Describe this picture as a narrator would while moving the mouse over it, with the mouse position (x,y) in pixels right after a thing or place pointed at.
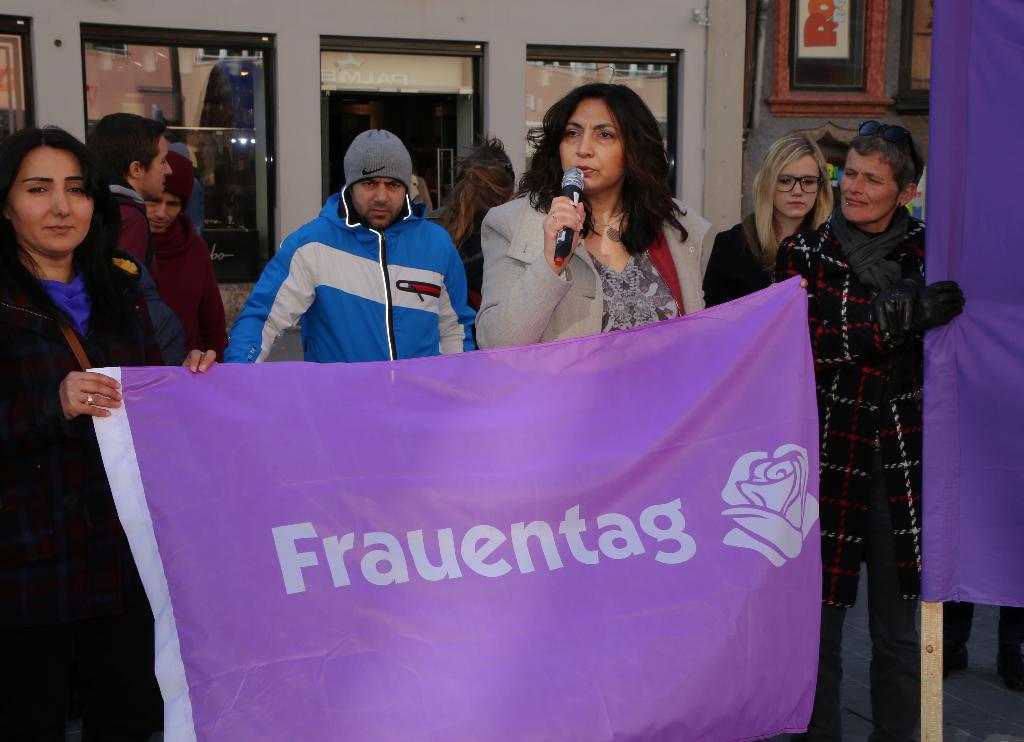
In the middle (629,266) a woman (625,243) is talking on the microphone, here few persons (878,176) are holding the banner (519,518), it is in purple color. Behind them it looks like a store (221,159).
